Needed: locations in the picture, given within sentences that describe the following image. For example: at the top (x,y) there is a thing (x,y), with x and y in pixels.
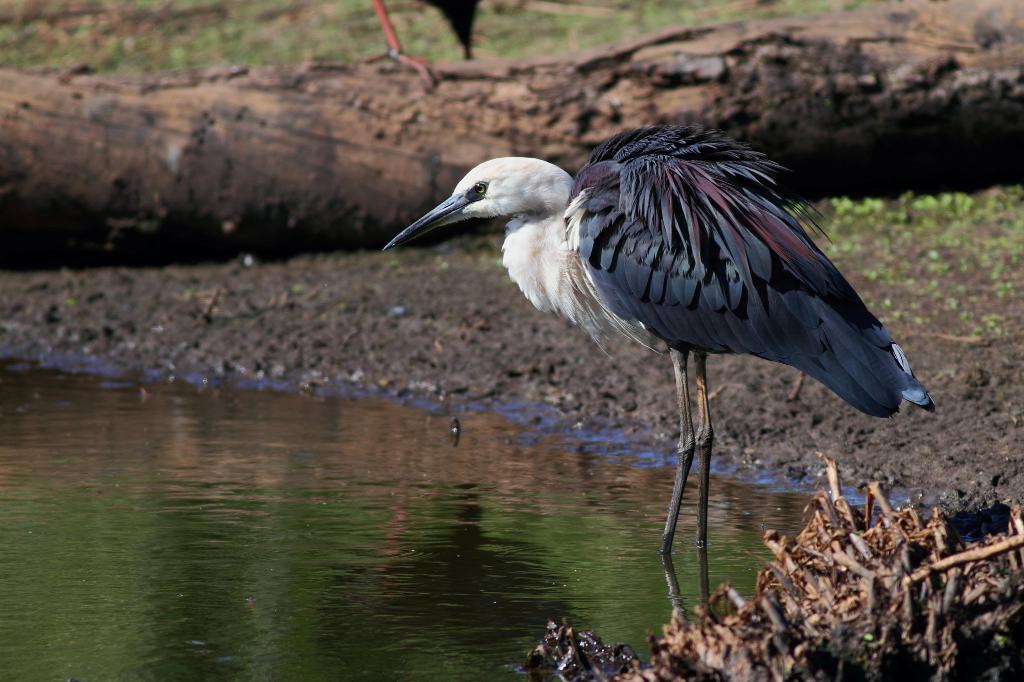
It is a crane (684,396) standing in the water (320,545), it is in black color. On the left side (301,516) there is water (267,512). In the middle (343,242) there is a log (247,242).
